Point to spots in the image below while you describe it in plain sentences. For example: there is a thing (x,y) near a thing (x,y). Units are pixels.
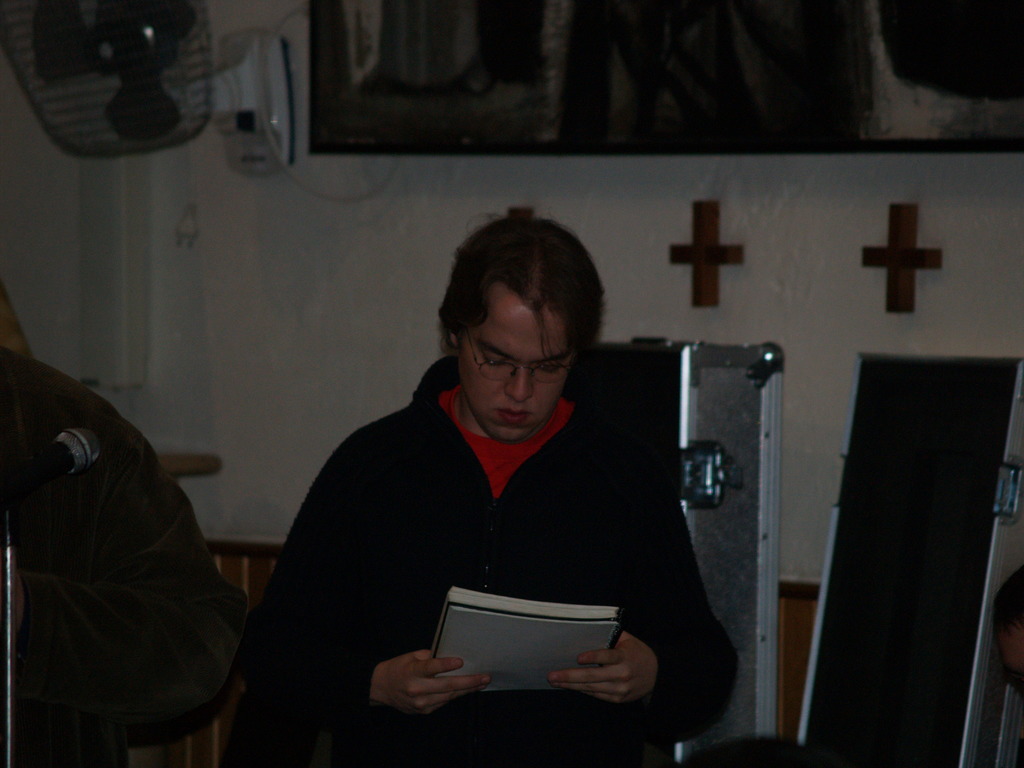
The man (495,426) in the middle of the picture (490,442), we see a man (502,468) in red T-shirt (497,475) and black jacket (473,533) is holding a book (522,631) in his hand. Behind him, we see the boxes (737,518). Behind that, we see a wall (236,341) in white color. In the left top of the picture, we see a table fan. This picture is clicked in the dark.
